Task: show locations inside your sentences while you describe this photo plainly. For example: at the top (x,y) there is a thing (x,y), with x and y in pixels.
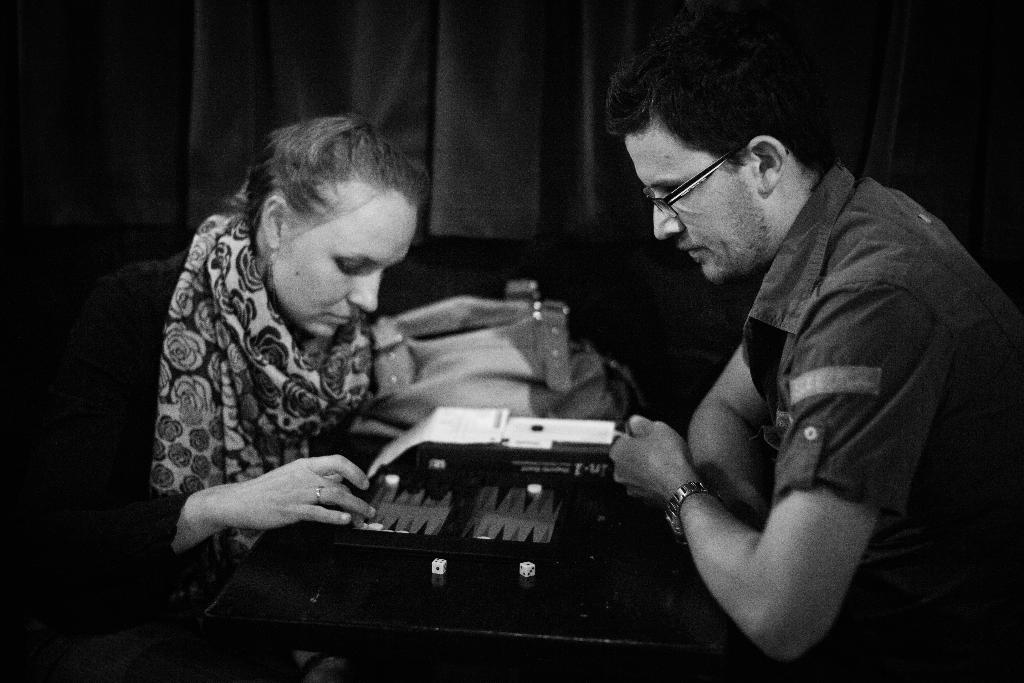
In this picture we can see a man (711,407) and woman (282,234), in front of them we can see dice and other things (510,507) on the table (503,589), in the background (480,127) we can see curtains (480,127) and it is a black and white photography.
